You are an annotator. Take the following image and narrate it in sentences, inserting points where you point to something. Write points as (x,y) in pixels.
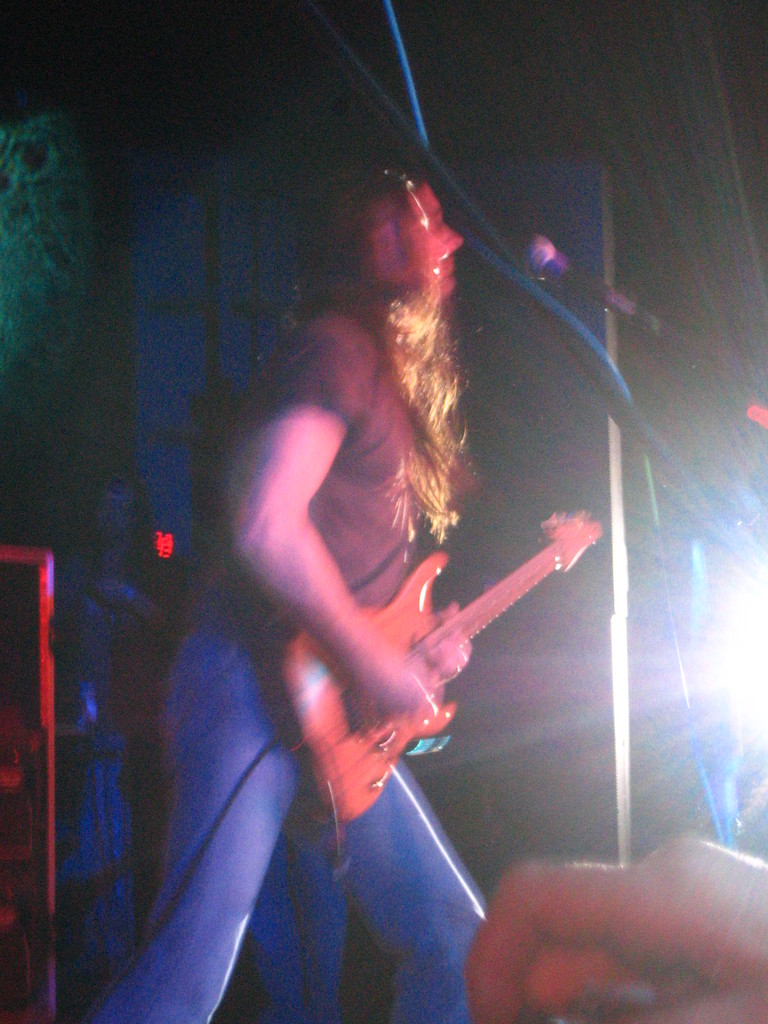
A woman (304,601) is holding a guitar (394,628) and playing. in front of her there is a mic (571,280). In the background (711,694) there is a light (713,670).
